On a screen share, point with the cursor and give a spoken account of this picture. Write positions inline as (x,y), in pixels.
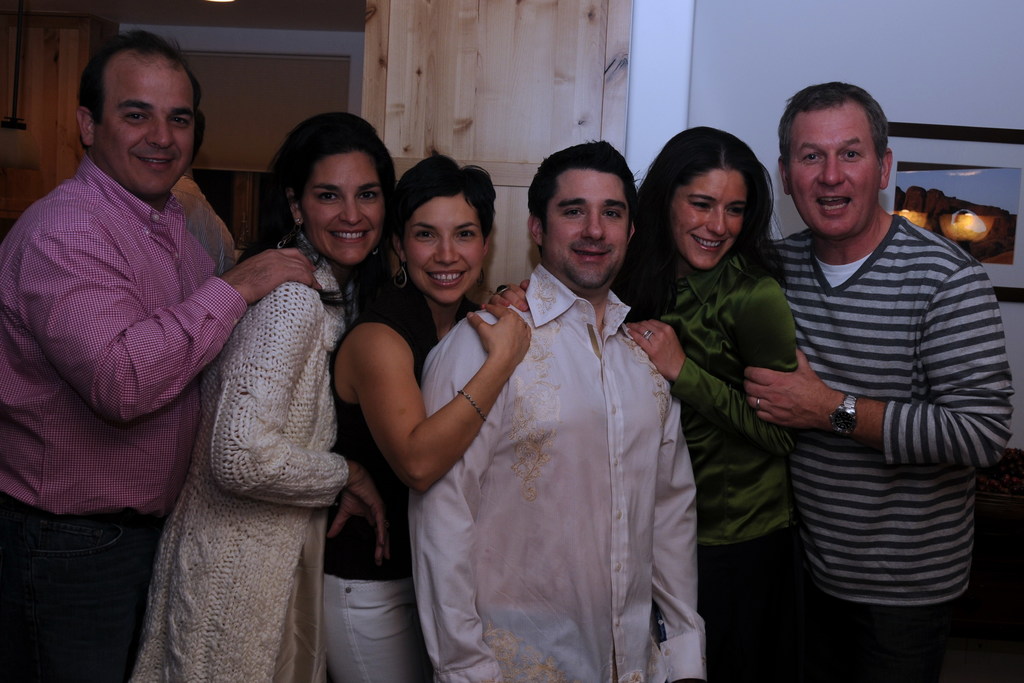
In this image in the center (559,359) there are group of people (830,307) standing and smiling, and in the background (929,174) there is a photo frame (952,199) on the wall (920,87) and wooden doors (434,86) and wall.
